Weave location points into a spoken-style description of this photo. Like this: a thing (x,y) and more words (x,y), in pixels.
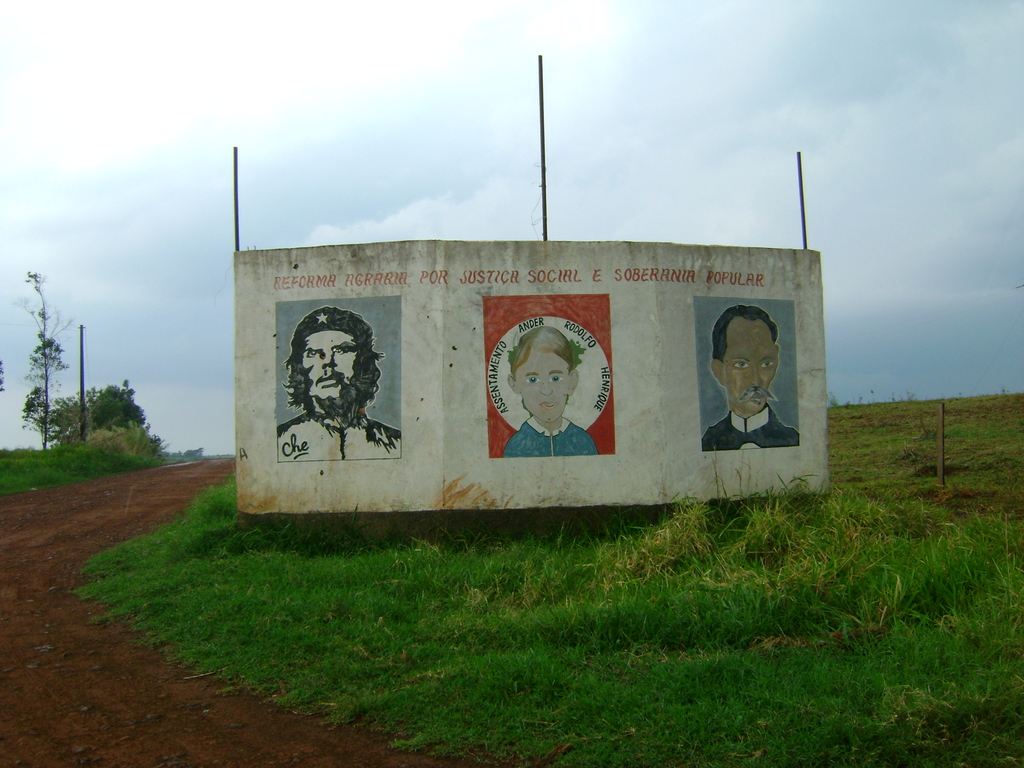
In this picture we can see the paintings (376,395) of people (370,380) on the wall (458,284) and it is written something on the wall (415,333). On the left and right side of the wall (764,418), they are looking like poles (942,440). Behind the wall (295,379) there are trees (119,393), grass (109,441) and the sky (254,180).
